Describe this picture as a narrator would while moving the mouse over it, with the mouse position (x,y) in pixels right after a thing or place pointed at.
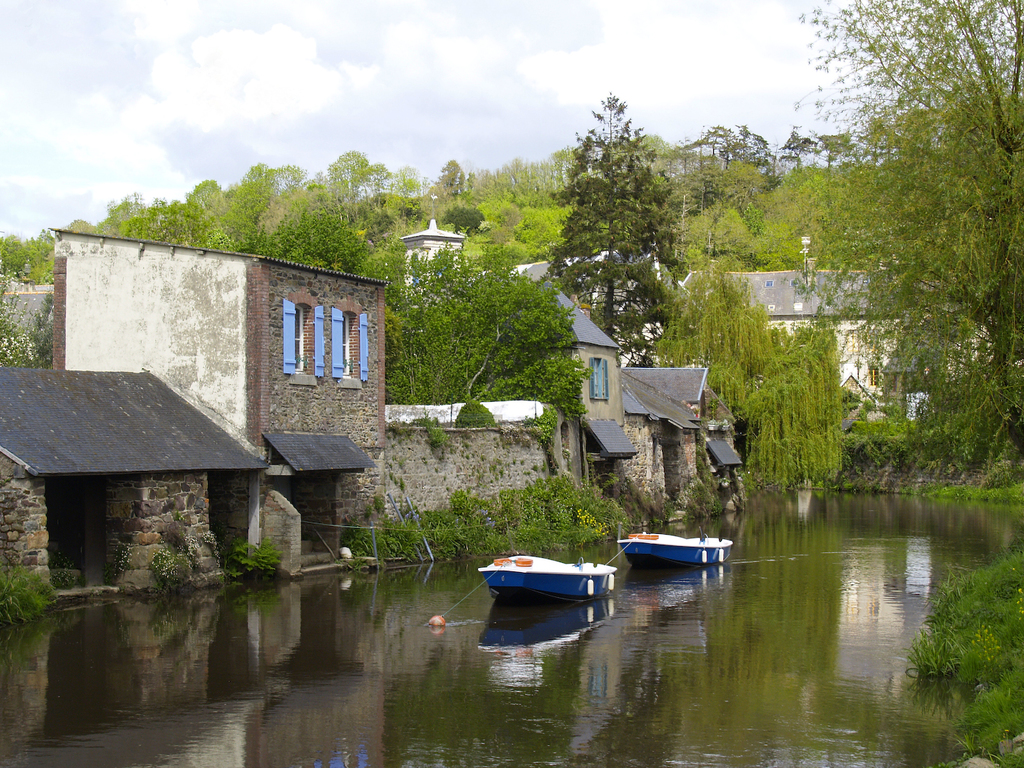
In this picture I can see the water (550,675) in front (670,602), on which there are 2 boats (518,578) and on the left side of this picture (224,315) I can see number of buildings (325,369) and plants (419,378). In the background (629,211) I can see number of trees (538,169) and I see the sky (514,130).
